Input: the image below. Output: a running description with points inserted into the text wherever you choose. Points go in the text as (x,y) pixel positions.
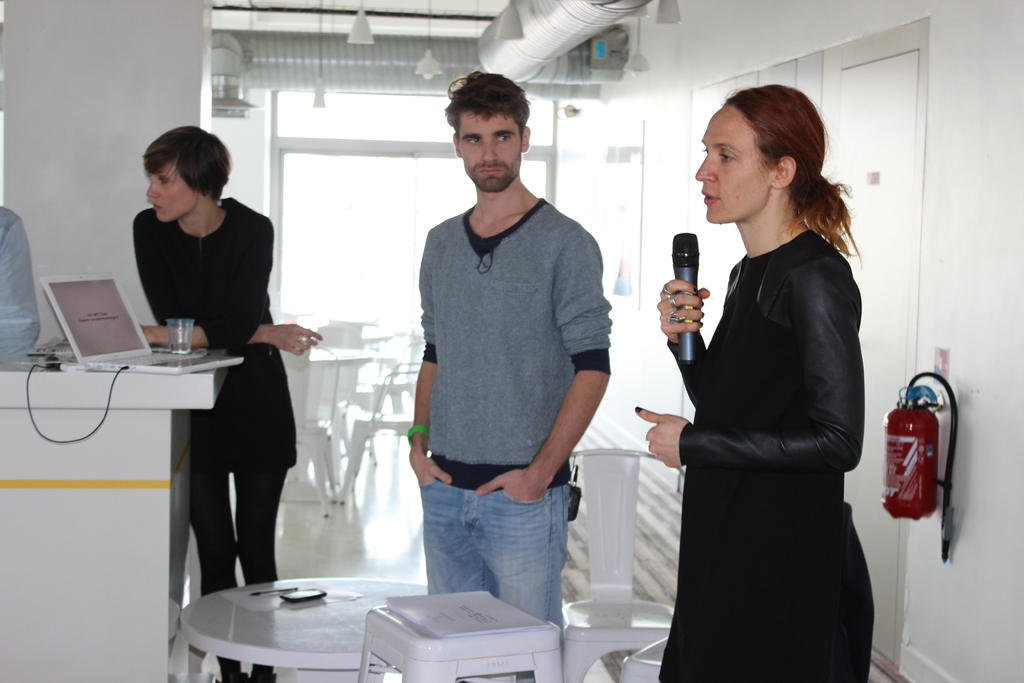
In this picture we can see three persons (455,264) where woman (698,305) holding mic (692,251) and talking on it here man (532,242) looking at her and on left side (190,238) woman (171,318) standing and in front of her there is table (140,369) and on table (159,367) we can see laptop (129,346), glass (184,320) and in background (306,213) we can see window (360,139), pipe (372,71), lamp (360,33), bulb (436,77).
